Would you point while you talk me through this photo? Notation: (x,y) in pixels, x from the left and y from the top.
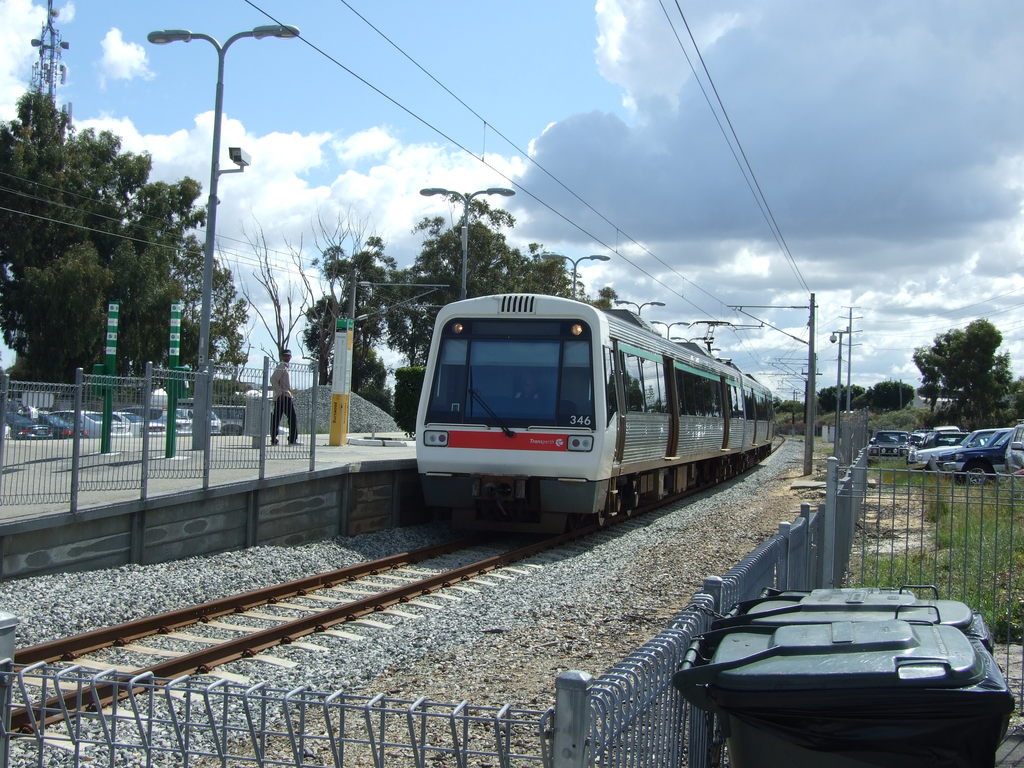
This is the train (675,463), which is on the rail track (472,555). I can see a person (292,417) standing. These are the barricades (138,444). This looks like a street light (177,36). I can see a security camera (239,172) attached to the pole (211,225). This is the platform (343,478). These are the trees (146,223). I can see the current poles (809,321) with the current wires (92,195) hanging. I think this is the dustbin (933,660). These are the cars (956,453), which are parked.
